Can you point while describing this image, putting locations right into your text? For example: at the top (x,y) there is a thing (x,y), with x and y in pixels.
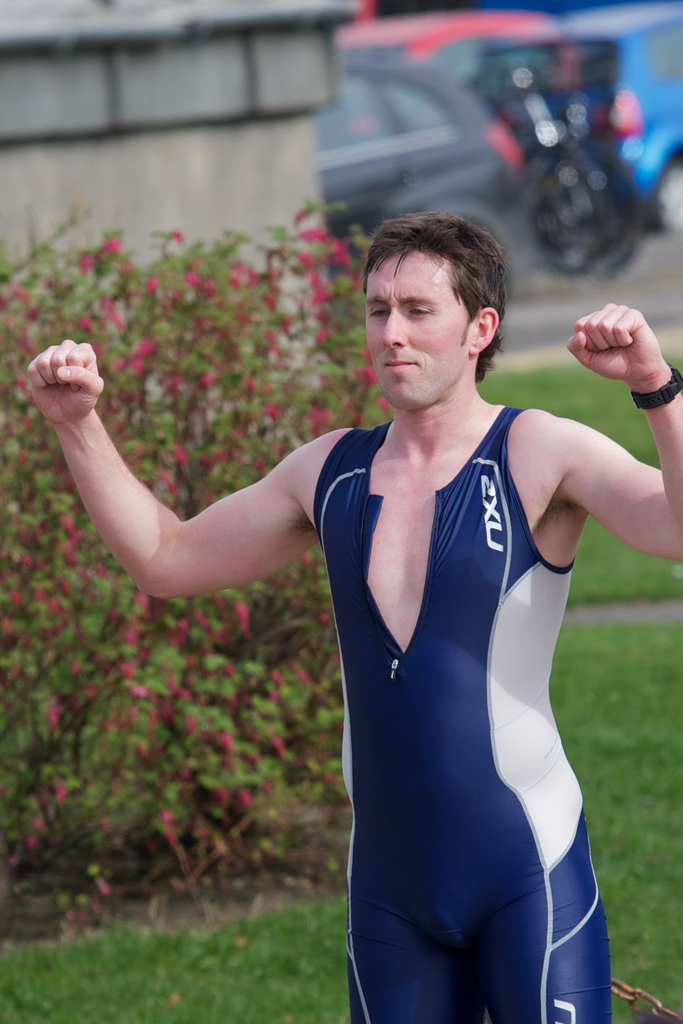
In this image in the front (366,567) there is a person (378,730) standing. In the background (257,353) there are flowers (289,380), there is grass (631,636) on the ground (618,382), there is a wall (242,157) and there are vehicles (578,106).
